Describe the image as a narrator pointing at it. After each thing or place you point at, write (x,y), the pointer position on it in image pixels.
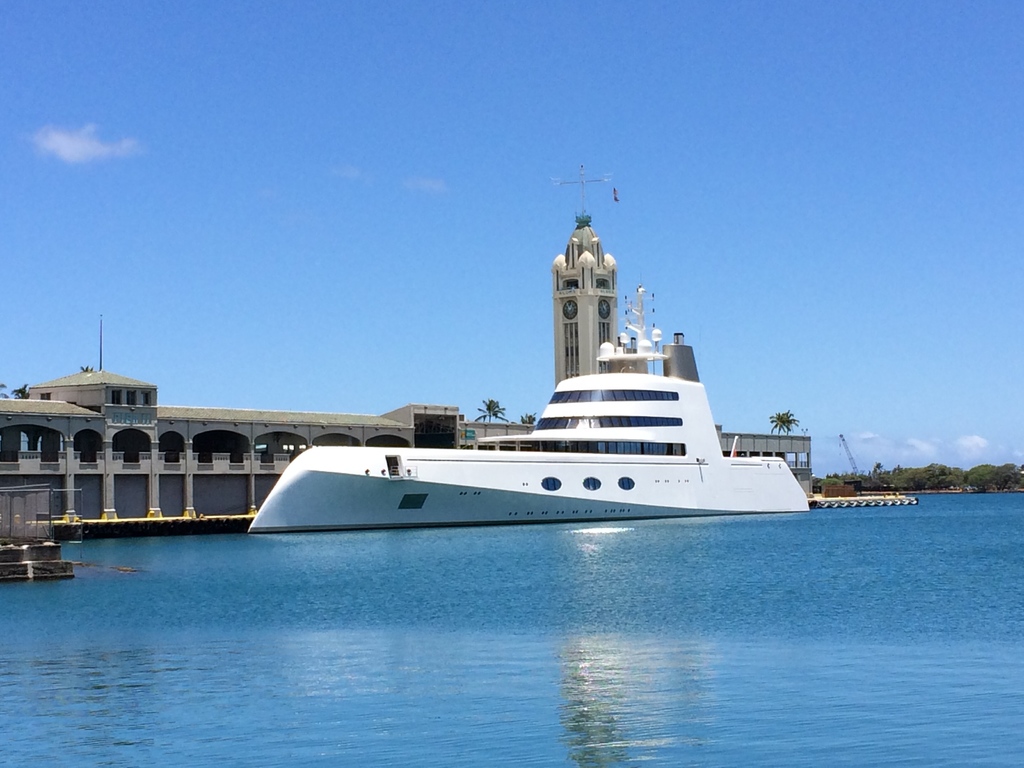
In this image I can see water (5,622) in the front (602,546) and on it I can see a white colour ship (553,420). In the background (338,373) I can see number of trees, clouds (989,442) and the sky (389,194).
